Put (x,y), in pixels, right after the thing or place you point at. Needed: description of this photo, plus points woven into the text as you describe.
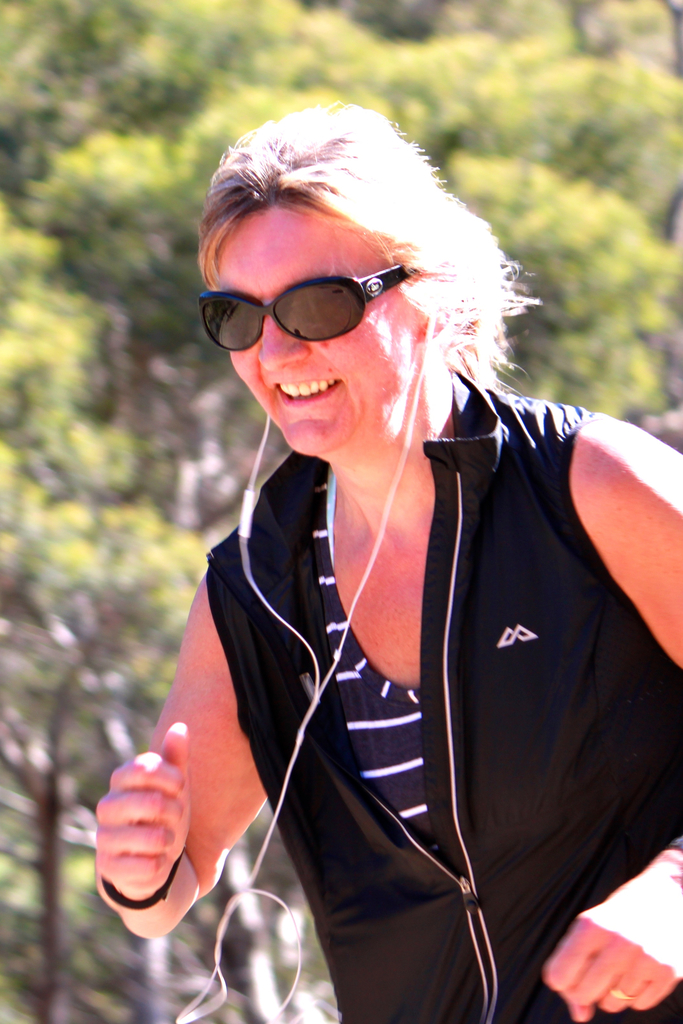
In this image we can see a woman (243,583) standing wearing the glasses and earphones (293,762). On the backside (262,464) we can see some trees (69,626).
